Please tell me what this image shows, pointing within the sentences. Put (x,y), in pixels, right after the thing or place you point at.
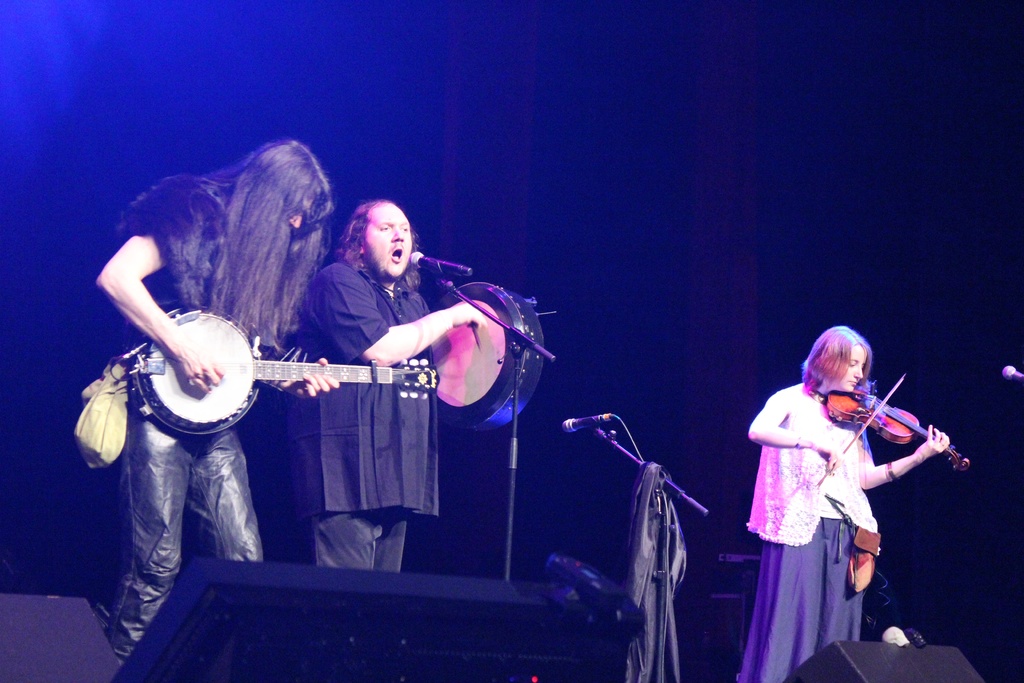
Here we can see two persons (804,409) are playing banjo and violin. There is a man (355,302) who is singing on the mike (425,262). He is playing some musical instrument (487,370). These are the mikes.
